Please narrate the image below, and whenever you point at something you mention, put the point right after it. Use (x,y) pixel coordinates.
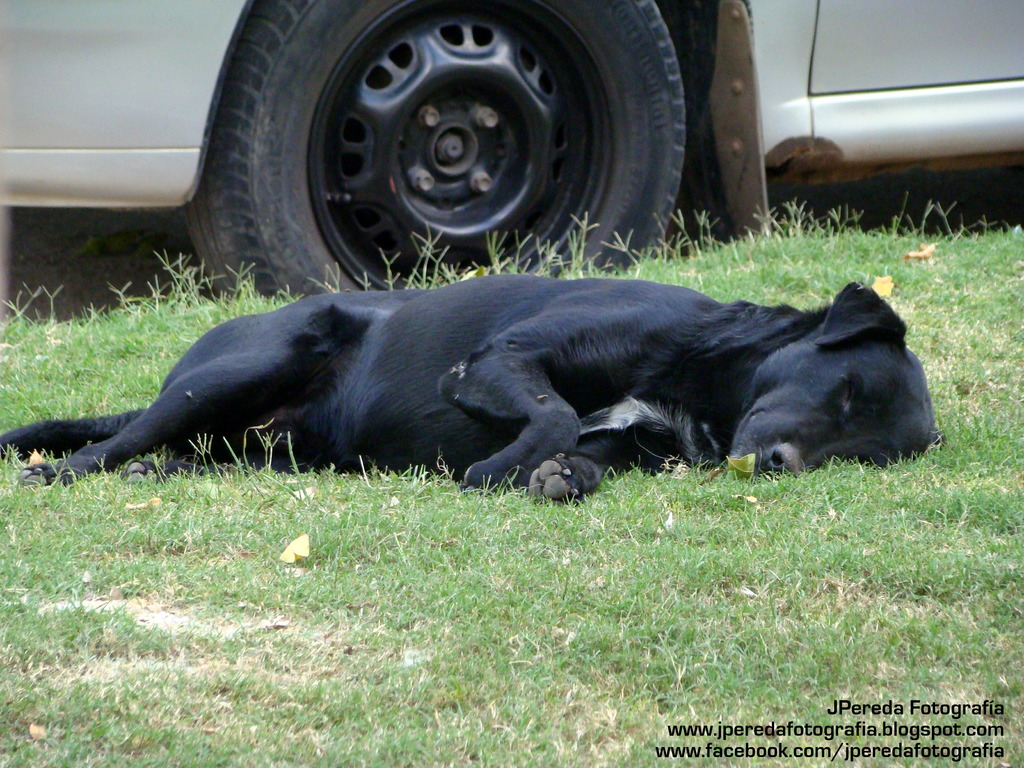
In the image we can see there is a dog (488,377) lying on the ground (685,513) and the ground (462,558) is covered with grass (617,610) and behind there is a car (509,84) standing on the ground (901,221).
